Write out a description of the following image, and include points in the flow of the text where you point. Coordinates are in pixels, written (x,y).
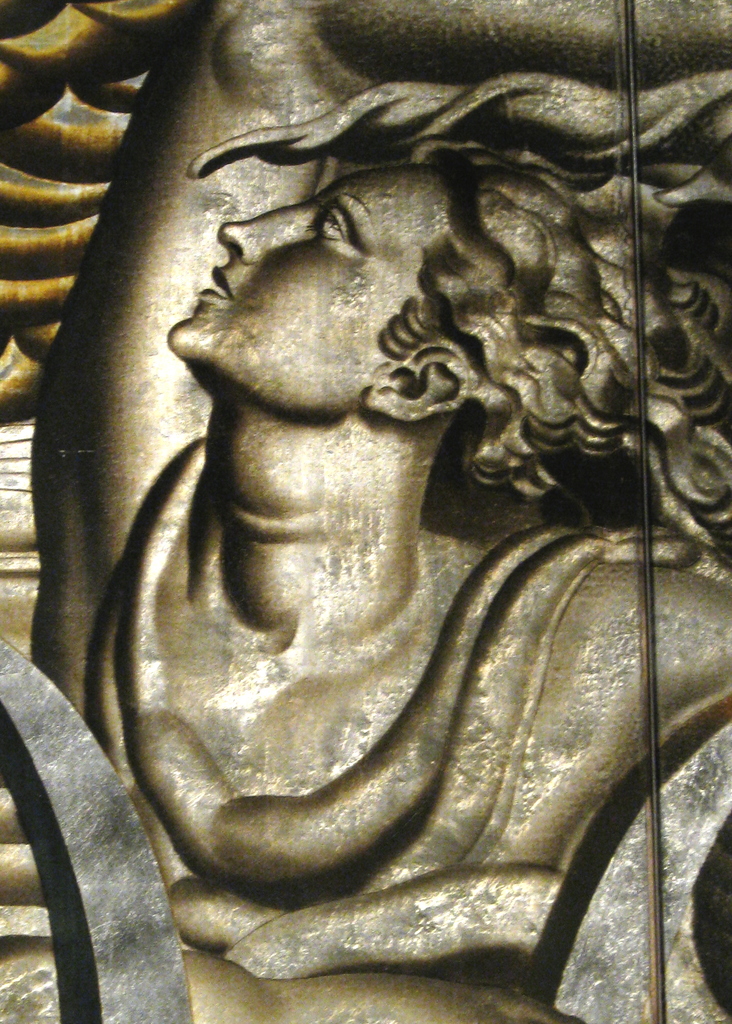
In this image there is a sculpture (378,602).
